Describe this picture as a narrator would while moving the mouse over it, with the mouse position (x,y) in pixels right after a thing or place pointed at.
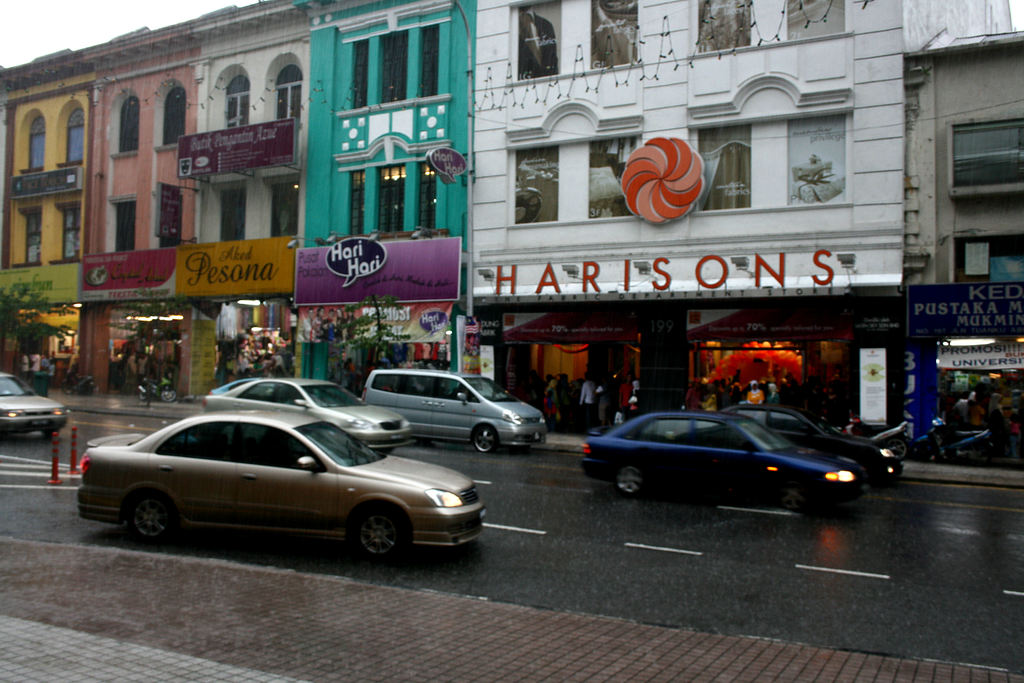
In the foreground of this image (354,612), there is pavement (249,640) and vehicles (312,440) moving on the road (744,555). In the background (562,157), there are buildings (48,208), boards (267,280) and the sky (49,7).
